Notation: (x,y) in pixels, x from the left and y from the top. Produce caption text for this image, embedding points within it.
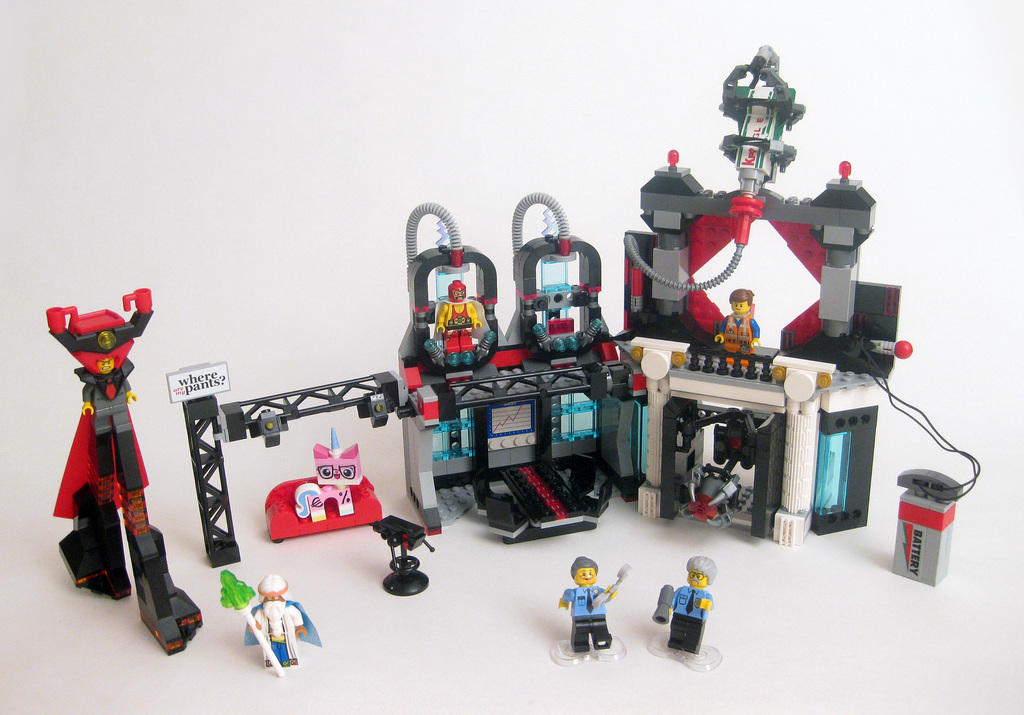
In this picture we can see line of plastic construction toys (544,433) here, there is a battery (922,523) here, we can see the white background (318,155).
